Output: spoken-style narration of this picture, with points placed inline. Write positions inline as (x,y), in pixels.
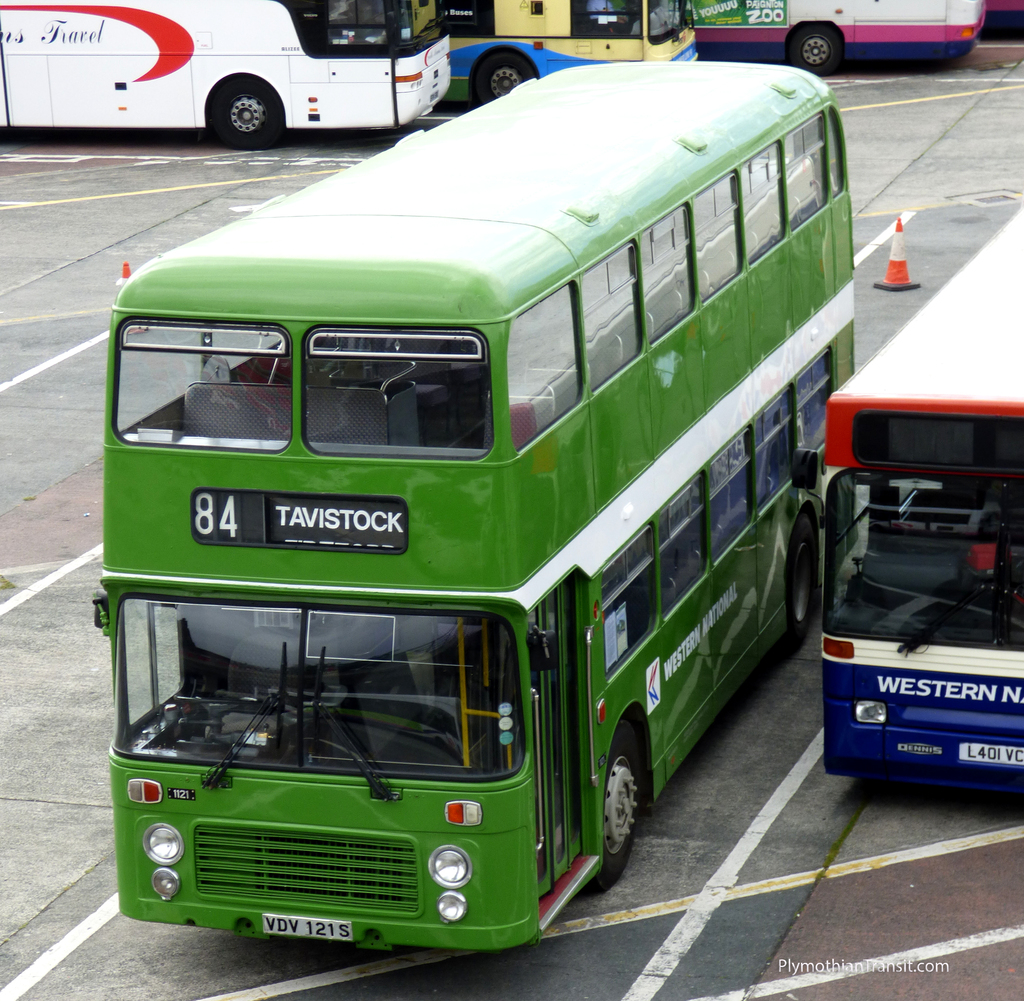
In this image, we can see some buses (142,286) and there is a green color double Decker bus (277,403).
